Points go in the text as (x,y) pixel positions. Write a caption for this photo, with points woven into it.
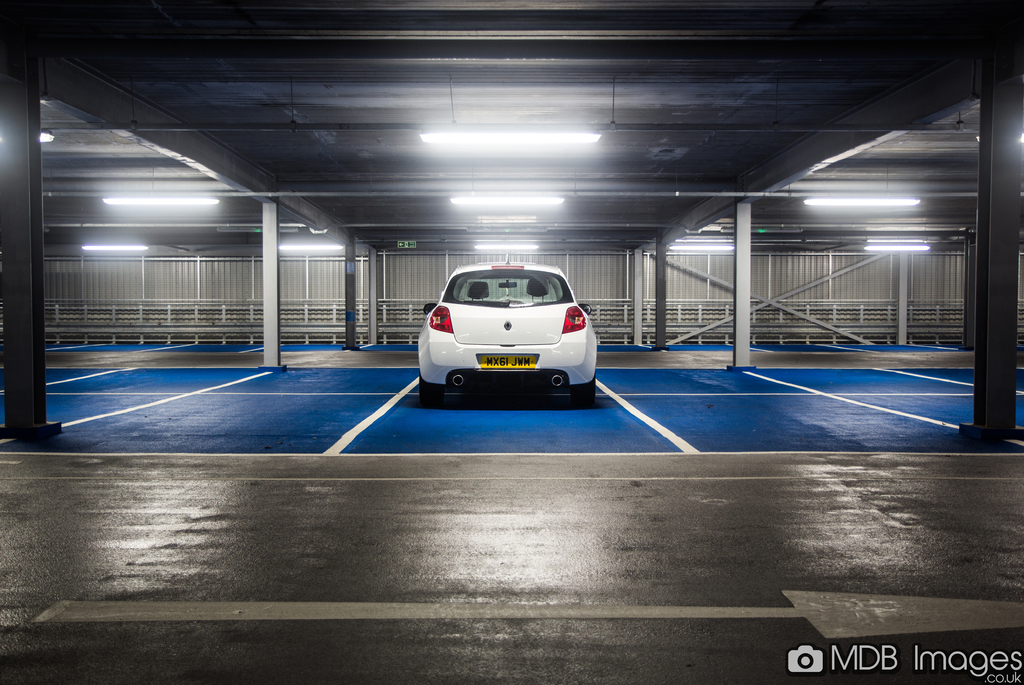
In this image we can see a white car (580,322) on the ground (368,353), here is the number plate (500,357), here is the rear light (580,328), at above here is the light (527,202), here is the roof (731,121).
